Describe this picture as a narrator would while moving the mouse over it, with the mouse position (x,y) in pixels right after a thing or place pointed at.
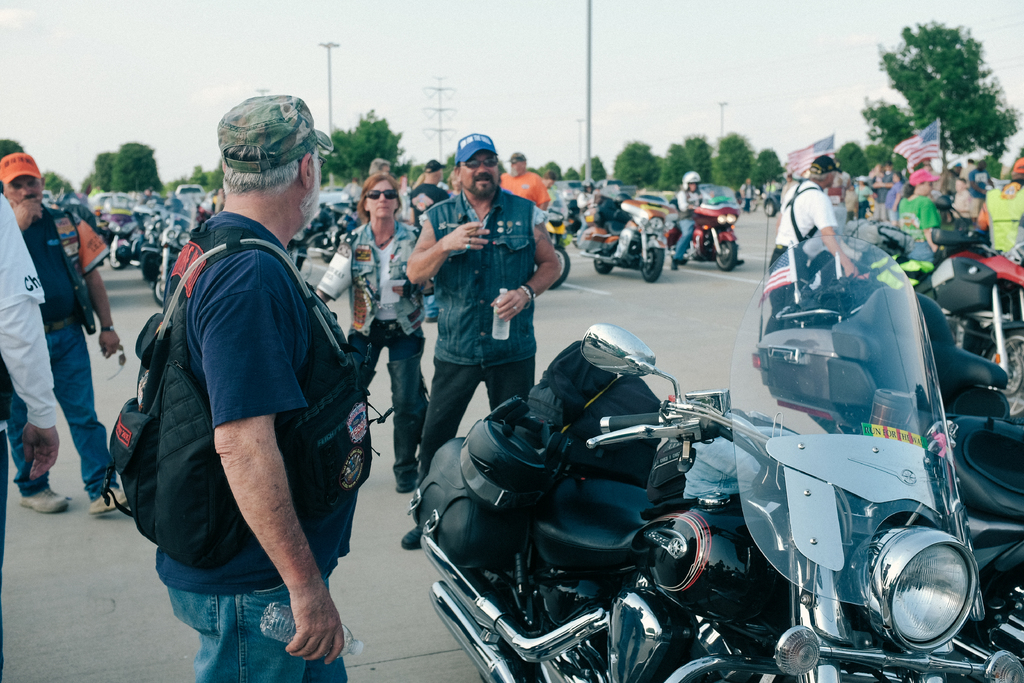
In this picture there are many people (251,316). There is a man (189,360) who is wearing a blue shirt (230,409) and is holding a bottle (291,626) in his hand (310,613). He is also wearing a cap (246,128) on his head (240,181). There is also another man (498,239) who is wearing a blue vest (490,274) and a blue cap (473,143) on his head (472,174). He is also wearing goggles (483,163) on his eyes (483,163). He is holding a bottle (496,324) in his hand (505,315). In the middle (376,294), there is a woman (370,275) who is wearing a white shirt (384,302) and is standing. On the left (66,266), there is a man (78,280) who is wearing a blue jacket (62,248) and an orange cap (25,178) and is also standing. There is a motor bicycle (701,554). There are group of people (695,194) at the background (694,214). There is a flag (933,143). To the right (939,166), there are group of people (912,212), who are standing. At the background (938,95), there is a tree (962,103) and a pole (591,64). At background (165,220), there are many bikes (155,231) which are parked on the road (135,291).
